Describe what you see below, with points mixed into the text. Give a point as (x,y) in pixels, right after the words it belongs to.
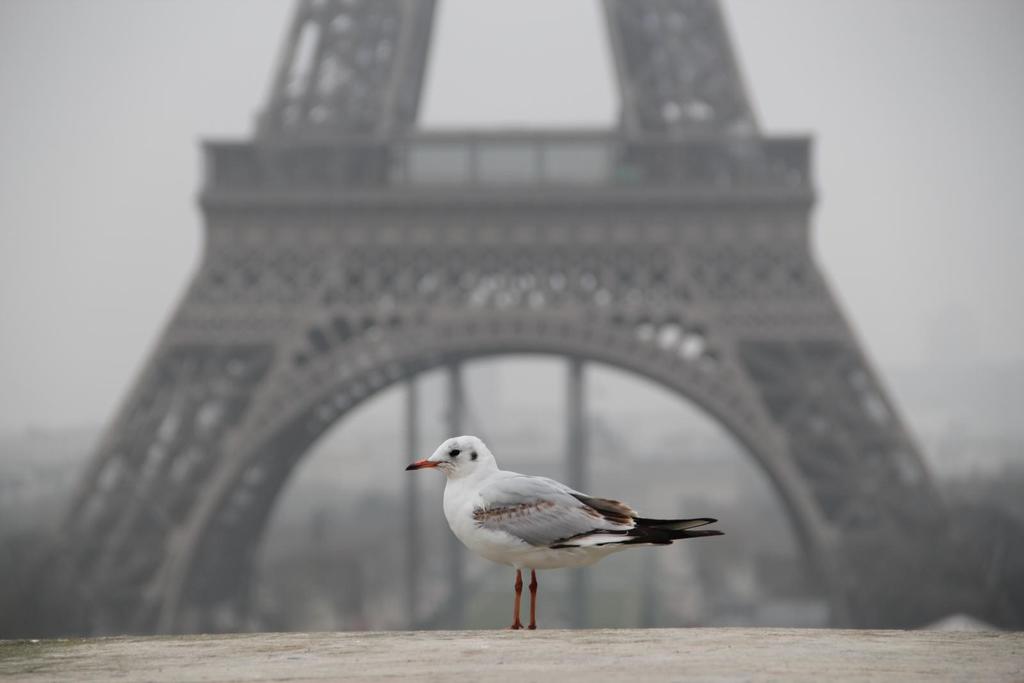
In this image we can see a bird (514,551). In the background (574,303) there is Eiffel tower (571,299) and it is blurry.
